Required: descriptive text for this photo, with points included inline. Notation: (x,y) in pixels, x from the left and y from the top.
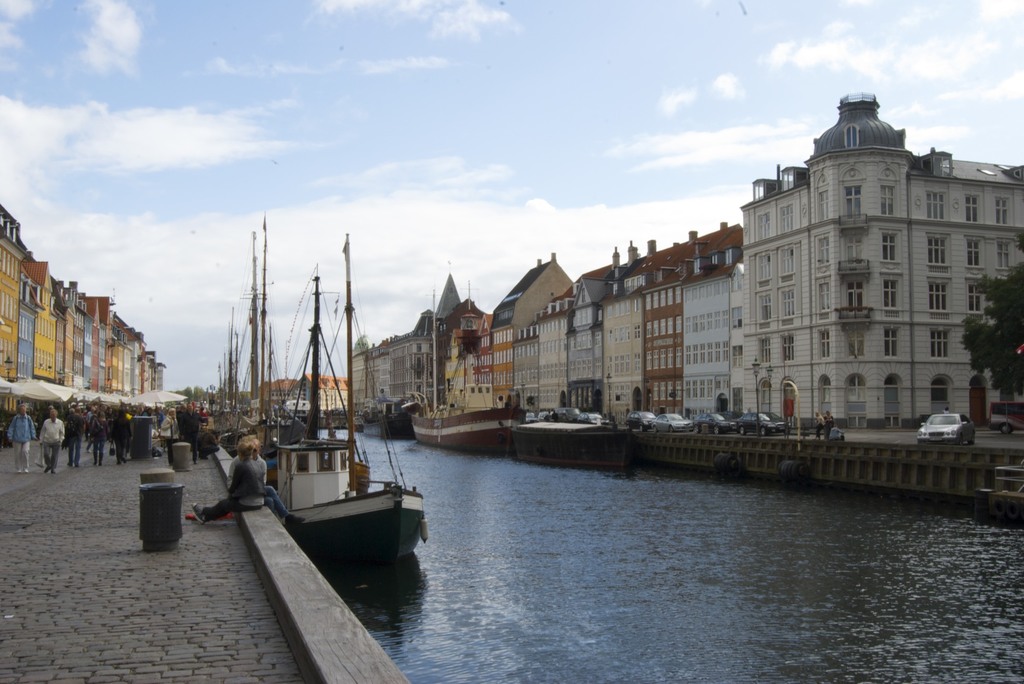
In this image we can see there are few boats (332,451) moored on the river (535,594). On the either sides of the river (539,512) there are buildings (698,342), in front of the building (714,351) there are few people (109,429) walking on the pavement (137,623). On the right side (719,424) there are few vehicles (769,424) are parked on the pavement (999,439). In the background (238,342) there is a sky (385,158).
